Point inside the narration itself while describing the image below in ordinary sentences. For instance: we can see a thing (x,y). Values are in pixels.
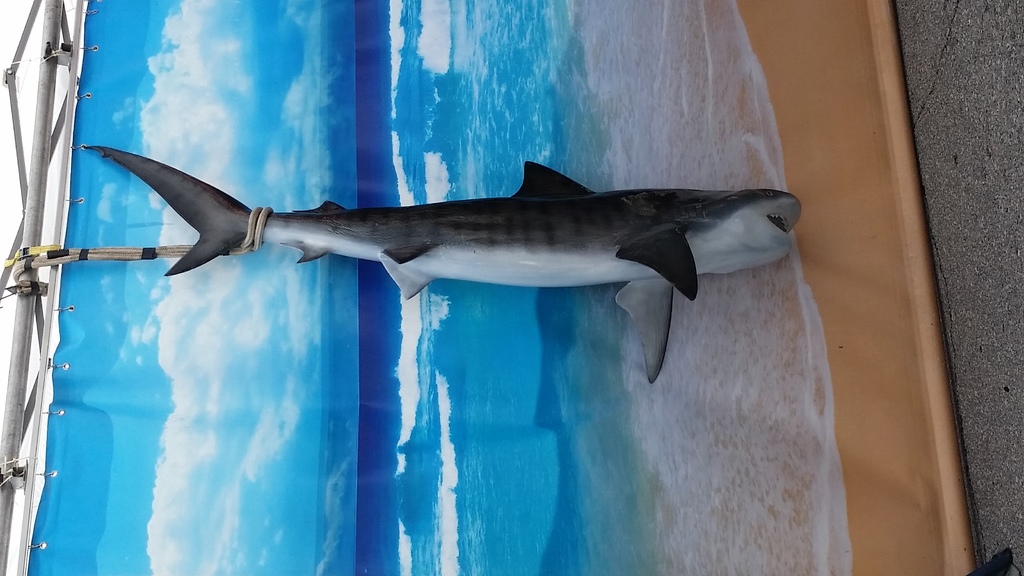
In this picture we can see a fish (706,247) here, in the background (437,134) there is a banner (437,149), we can see print (442,148) of water (386,381) and the sky (217,328) on the banner (325,337).
